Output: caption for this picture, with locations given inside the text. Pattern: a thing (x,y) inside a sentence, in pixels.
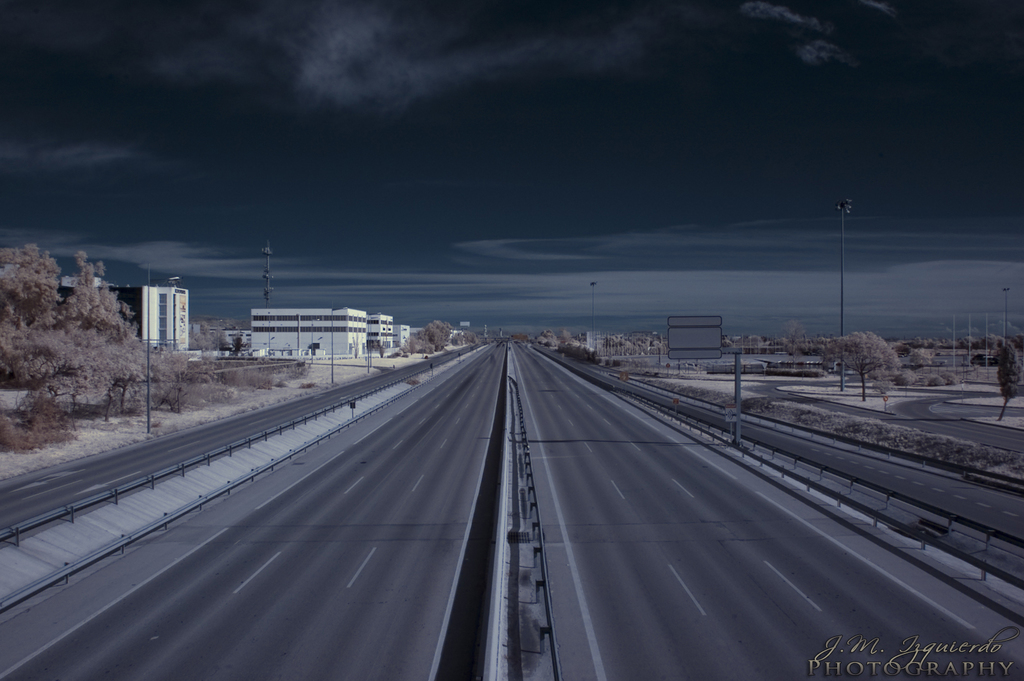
In this image we can see the pathways (580,494). We can also see the poles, a tower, a signboard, a group of trees (173,399), buildings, plants (188,399) and the sky (432,154) which looks cloudy.
